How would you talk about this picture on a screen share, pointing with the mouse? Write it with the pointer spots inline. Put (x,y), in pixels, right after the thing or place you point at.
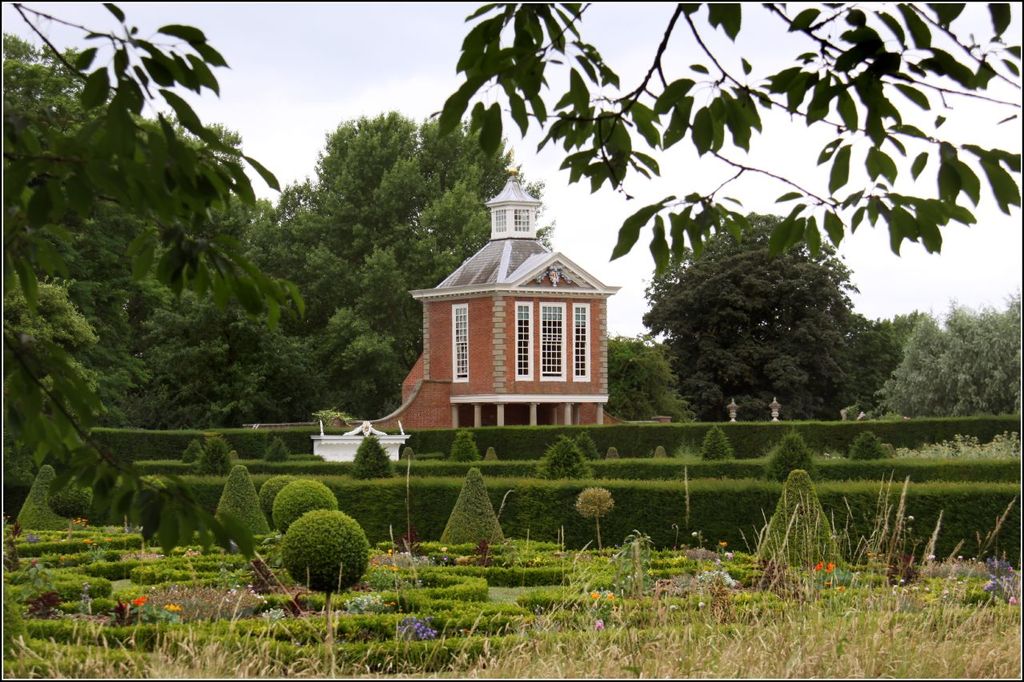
In this picture there is a building (493,255) and there are trees (254,379) and plants (987,509). At the top (679,158) there is sky (704,168). In the foreground (929,613) there are flowers (402,630) on the plants (869,613). This is an edited picture.
